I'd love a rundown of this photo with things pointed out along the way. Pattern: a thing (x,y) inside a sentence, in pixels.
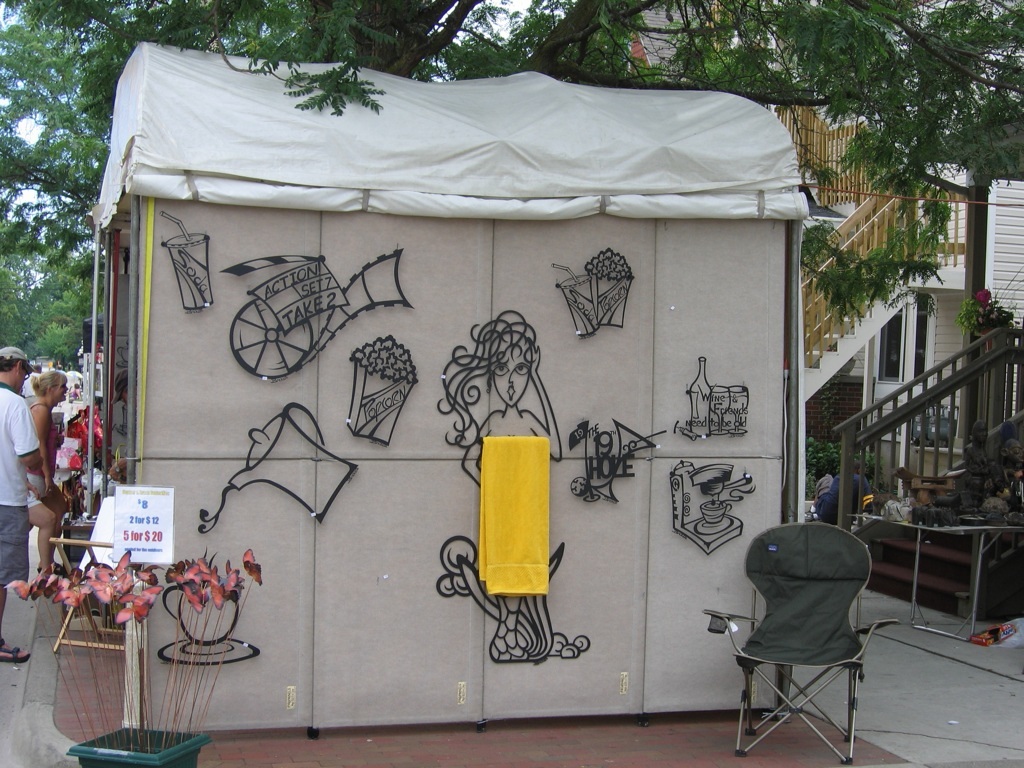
In this image in the middle (372,302) there is a tent (256,171). In the right (803,626) there is a chair (770,648). In the left (159,753) there is pot (120,743). Few people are there. In the background (44,356) there are trees (91,293), building (867,401). Here there is a towel (513,511). On the wall (565,498) there are paintings (552,653).
